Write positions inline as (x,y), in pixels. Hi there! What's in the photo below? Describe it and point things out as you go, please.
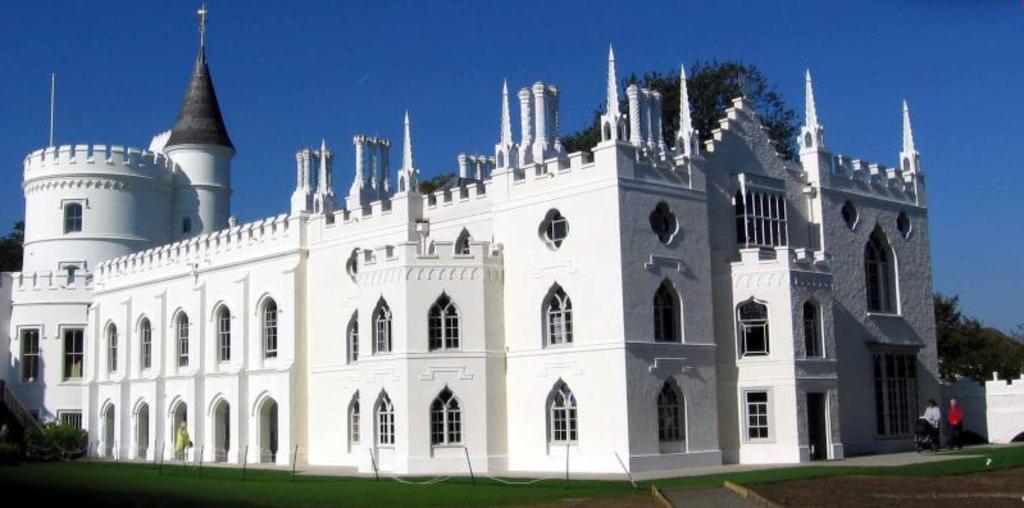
In this image, I can see a building (542,252). On the right side of the image (950,429), there are two persons (956,416) standing and I can see a stroller (916,446). At the bottom of the image (185,495), I can see the plants (59,436), grass (483,485) and poles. Behind the building (212,187), there are trees (948,352). In the background (272,64), there is the sky (461,41).
